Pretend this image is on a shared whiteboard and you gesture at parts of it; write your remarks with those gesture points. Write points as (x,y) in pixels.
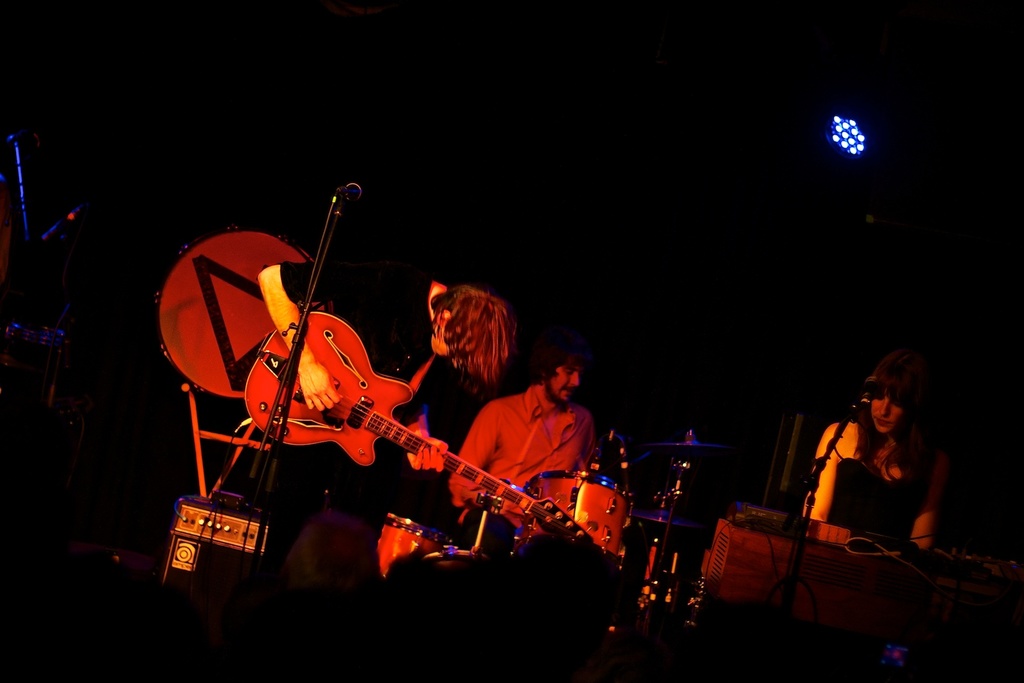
We can see a band (421,462) here, this guy (383,360) is holding guitar (355,355) he is playing guitar (328,366) we can see a microphone (349,196) here, this guy (557,398) here playing drums (591,488), there is a woman (879,430) here she is also part of the band (849,504), these are lights (852,137) yeah the right top end of the right here consists of light (850,144).
